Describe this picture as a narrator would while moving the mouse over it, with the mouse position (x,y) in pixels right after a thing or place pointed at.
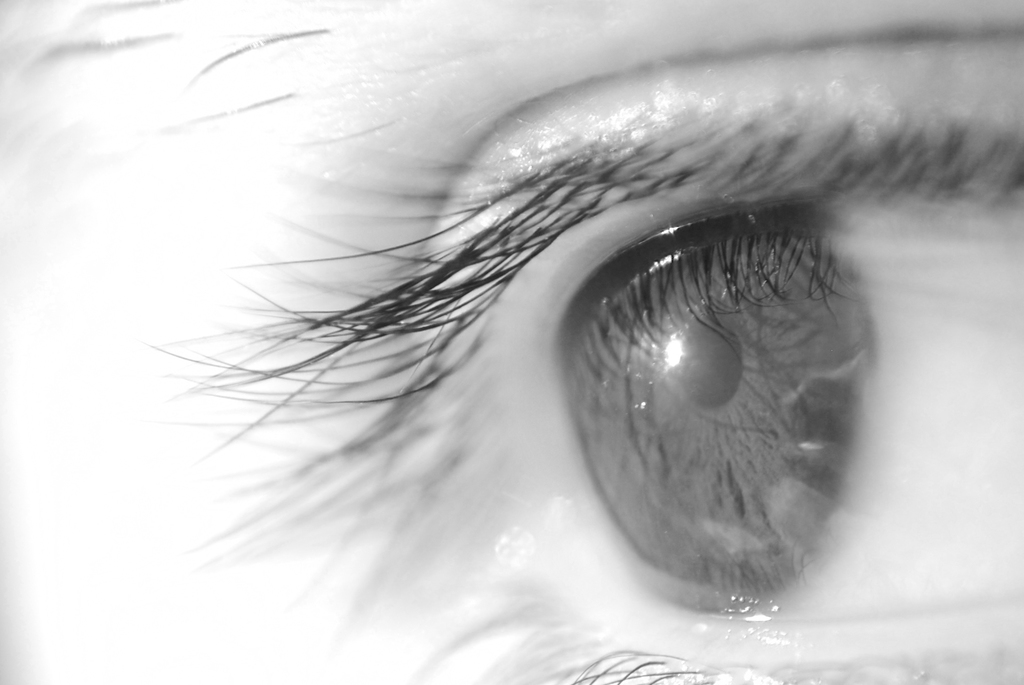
This is a black and white image. In this image we can see eye (609,328) of a person (813,548).
